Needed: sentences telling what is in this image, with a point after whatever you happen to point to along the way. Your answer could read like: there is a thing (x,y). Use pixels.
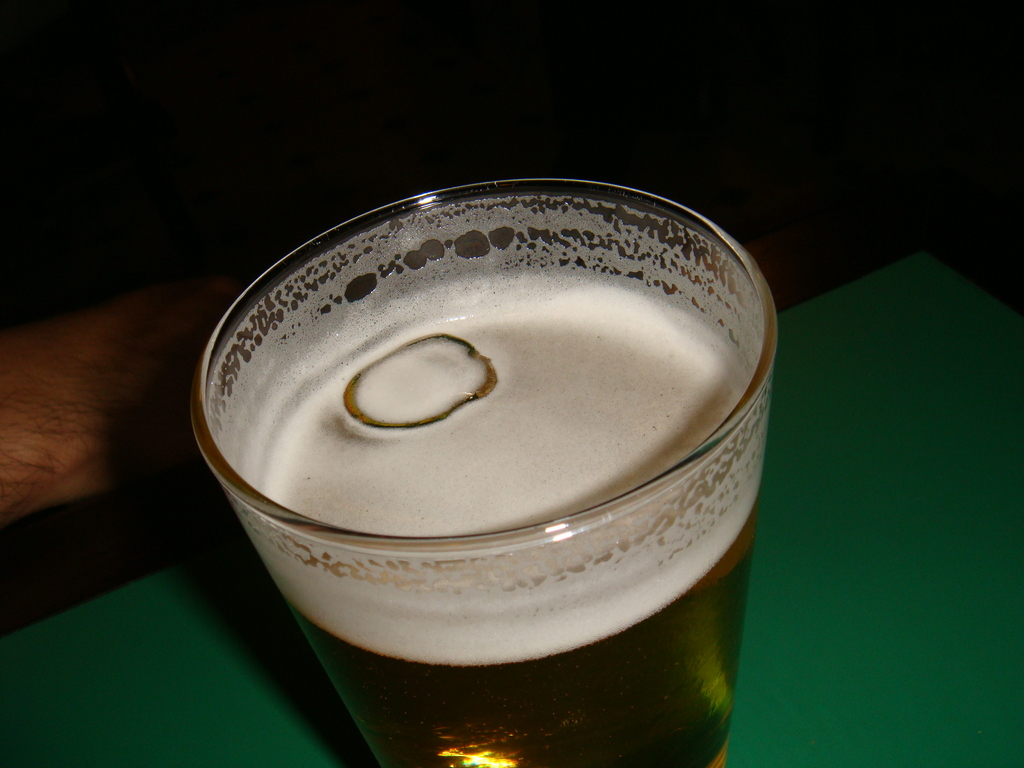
In this image I can see a glass (442,387) with full of drink (380,463) in it.
